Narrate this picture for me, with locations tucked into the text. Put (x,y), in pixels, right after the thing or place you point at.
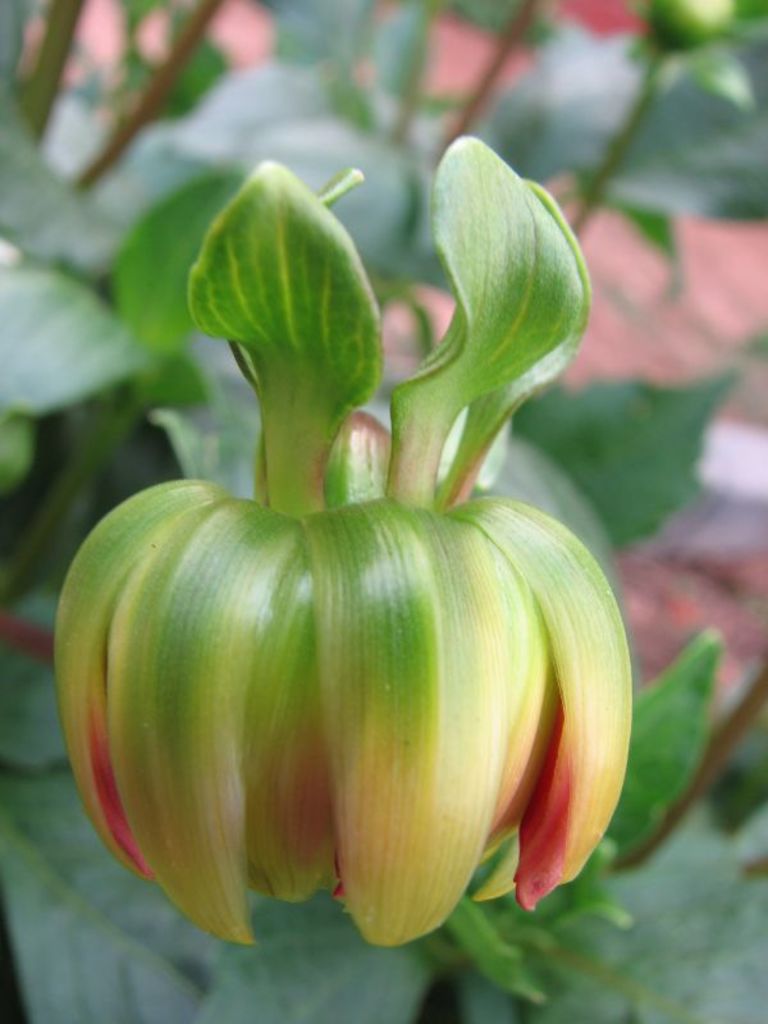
Here we can see a flower (492,260) and leaves (509,173). There is a blur background (553,46).
